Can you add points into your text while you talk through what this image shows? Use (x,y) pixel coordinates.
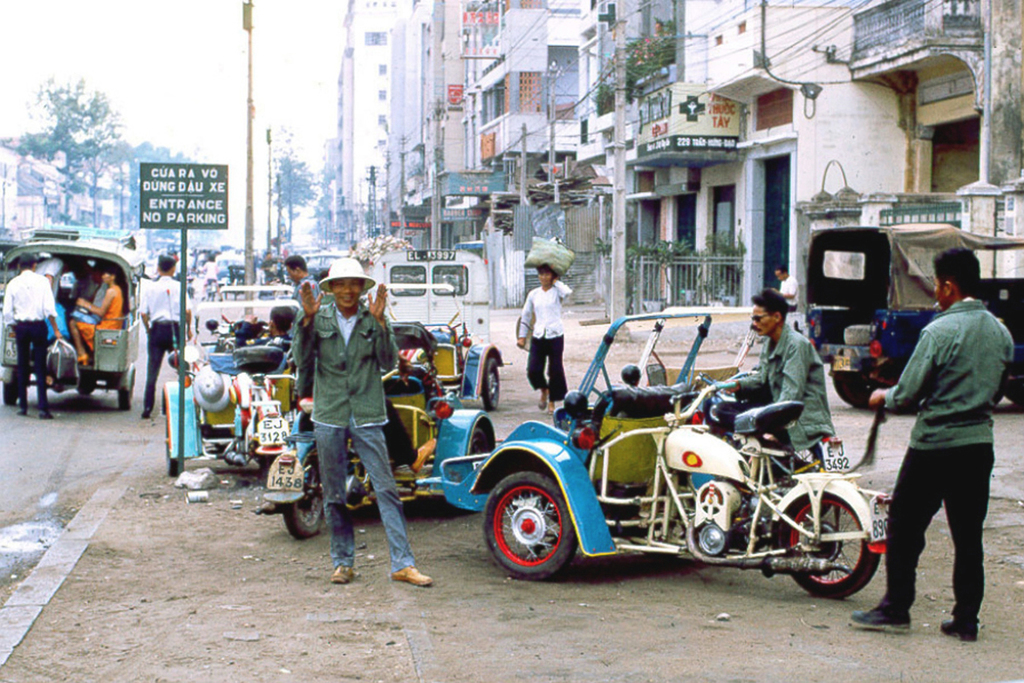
The image was taken on a street (839,642) over the right side (708,77) corner there are buildings (748,83), over left side (53,453) its a road (43,467) and in the middle (659,432) there are motorcycles (720,482) and some men (762,390) standing, and there is a sign board (189,212) in the left side (177,202), along with them there are street poles (248,259) over the left side (69,150) there are some trees (82,150) and passengers (73,332) getting into auto rickshaw (101,313) on the left side (101,313).
